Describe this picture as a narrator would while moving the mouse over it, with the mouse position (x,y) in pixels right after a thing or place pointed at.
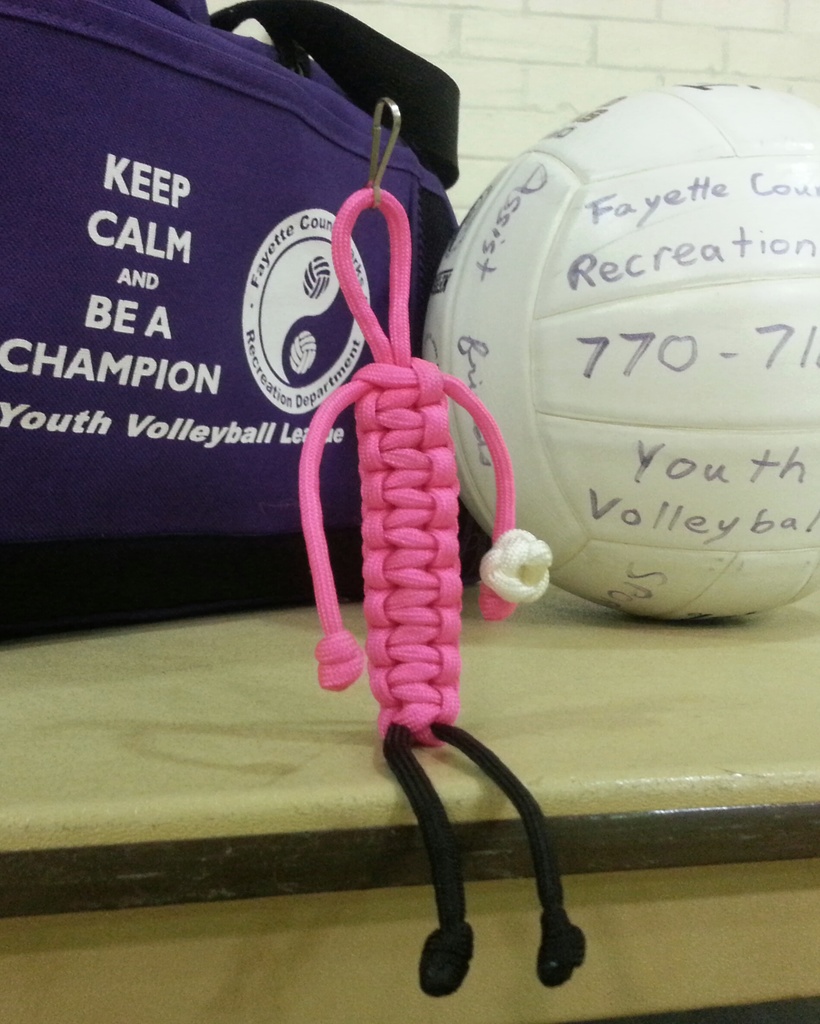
In this image there is a ball (670,324), bag (304,168), wall (511,94), thread crafting (351,263), and table (564,593). Something is written on the ball (525,324) and bag (260,301).
